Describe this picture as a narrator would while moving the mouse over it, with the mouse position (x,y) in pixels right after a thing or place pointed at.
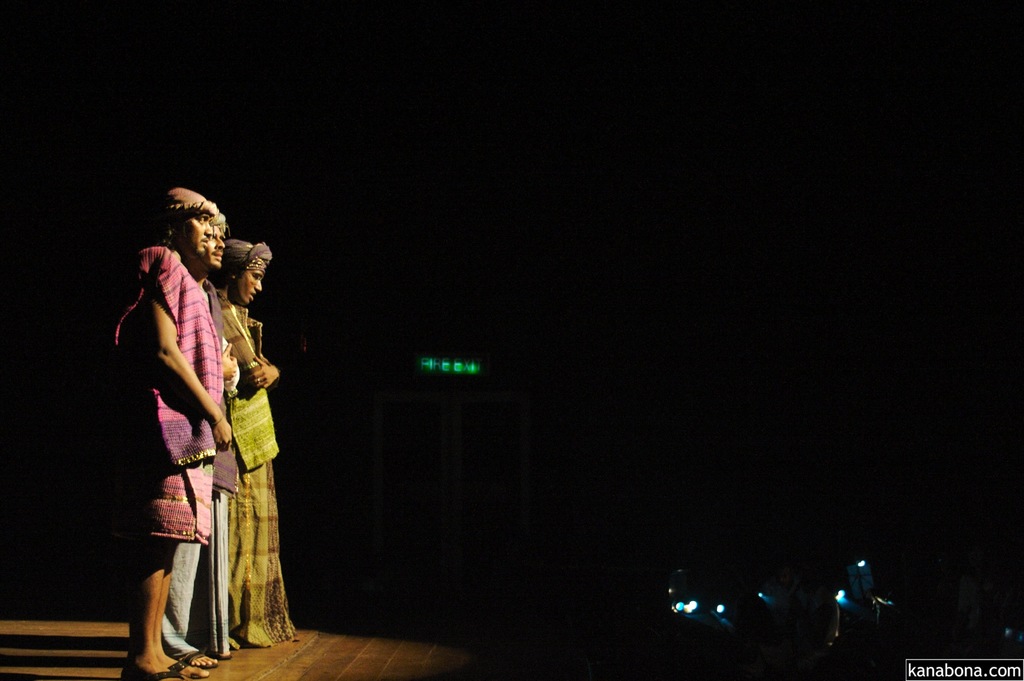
In the image we can see there are people (186,435) standing on the floor (44,667) of the stage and behind there is a door (485,459). Background of the image (823,543) is dark.
